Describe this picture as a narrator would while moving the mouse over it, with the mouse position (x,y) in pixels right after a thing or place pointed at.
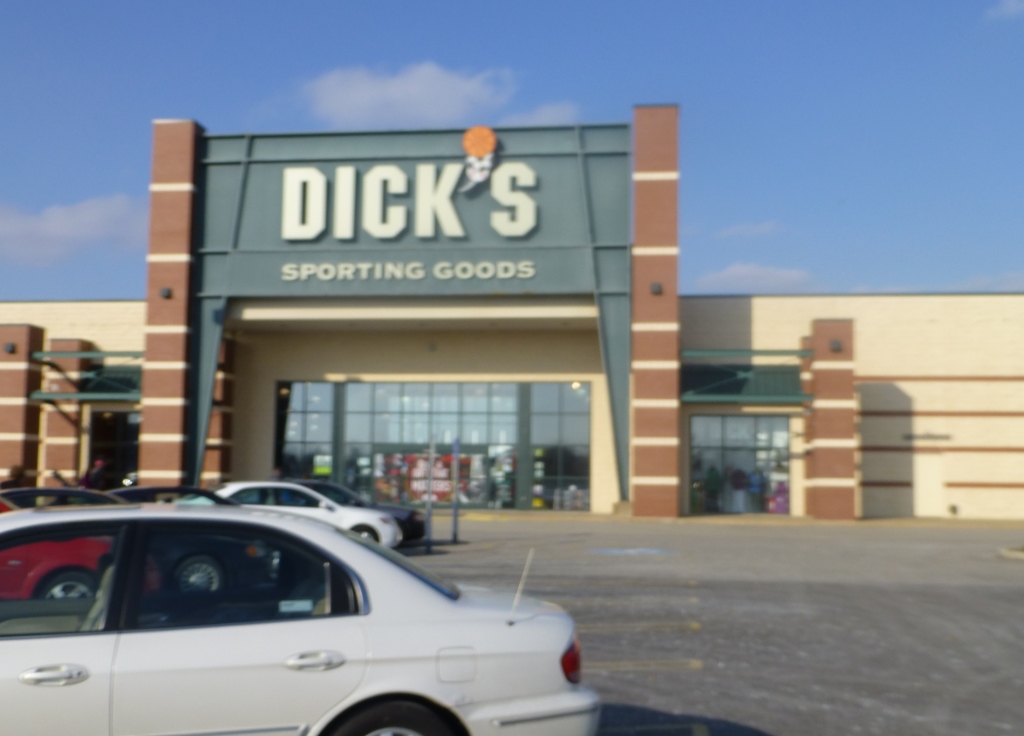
On the left side (72,549), there are vehicles (480,727) on the road (613,726). In the background (573,443), there is a building (593,391) which is having windows (577,395) and a hoarding (432,154) and there are clouds (19,252) in the sky (791,93).
